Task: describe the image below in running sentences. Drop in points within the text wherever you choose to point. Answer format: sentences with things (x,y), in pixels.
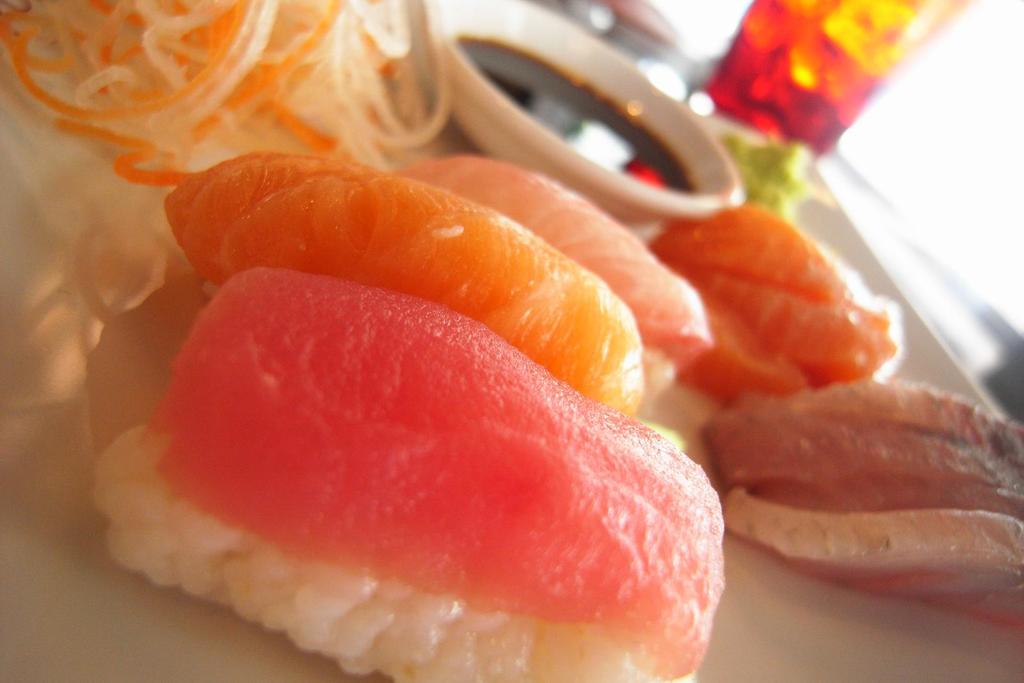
In this image I can see a white colour plate (843,657) and in it I can see different types of food (348,258). I can also see a glass (856,21) over there and I can see this image is little bit blurry from background (826,57).
